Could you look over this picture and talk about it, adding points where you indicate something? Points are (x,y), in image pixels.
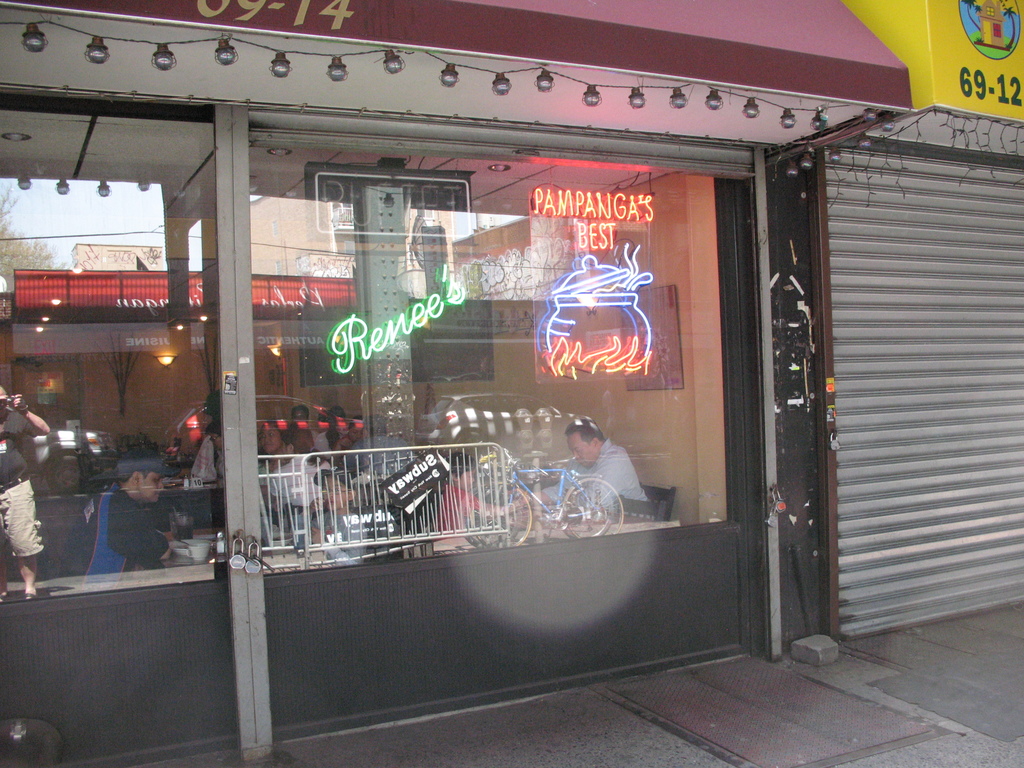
In this image we can see a restaurant (191,449) inside of the restaurant (331,444) there are some persons (297,444) sitting on the right side of the image (867,306) there is shop (843,427) and there are some lights (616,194).
